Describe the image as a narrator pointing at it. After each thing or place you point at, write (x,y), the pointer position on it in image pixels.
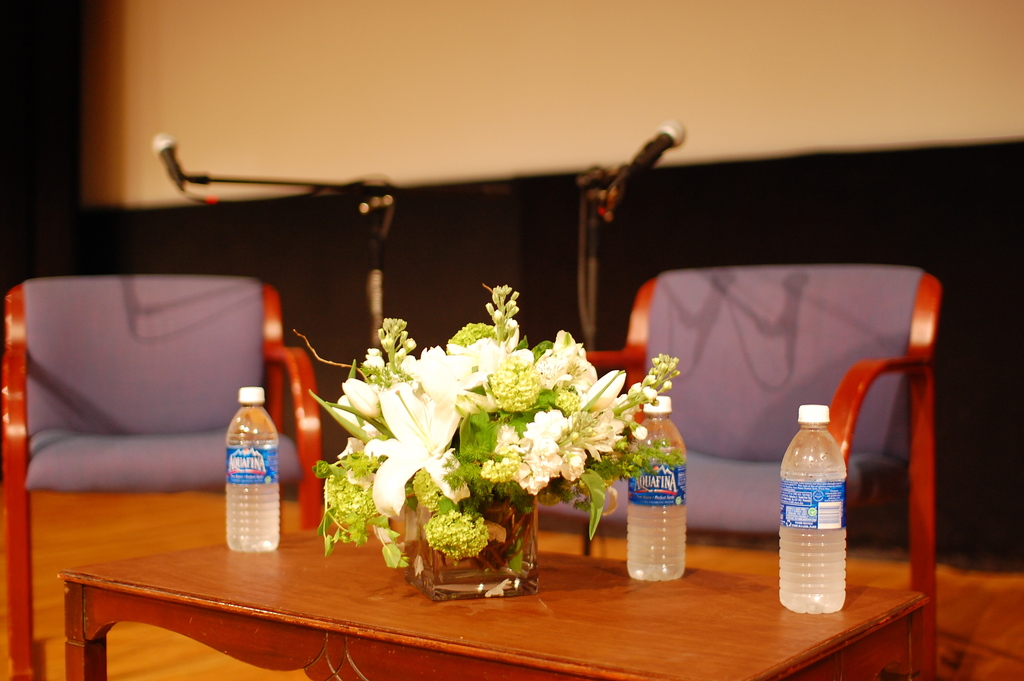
In this image i can see a flower pot (537,518), three bottles (806,550) on a table (642,611) at the back ground (681,367) i can see two chairs (702,320), two micro phones (173,162) and a wall (435,169).
